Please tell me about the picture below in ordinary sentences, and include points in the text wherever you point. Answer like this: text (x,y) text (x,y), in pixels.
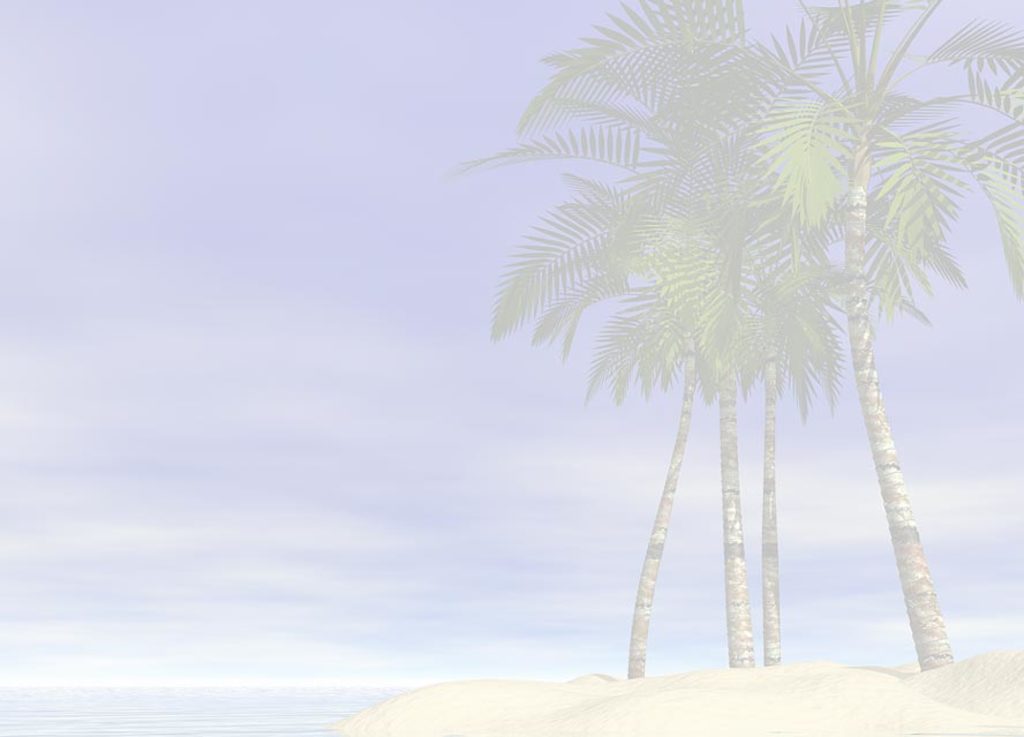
In this image I can see few trees (689,322) in green color. In the background (375,244) I can see the sky (375,244) in blue and white color.
